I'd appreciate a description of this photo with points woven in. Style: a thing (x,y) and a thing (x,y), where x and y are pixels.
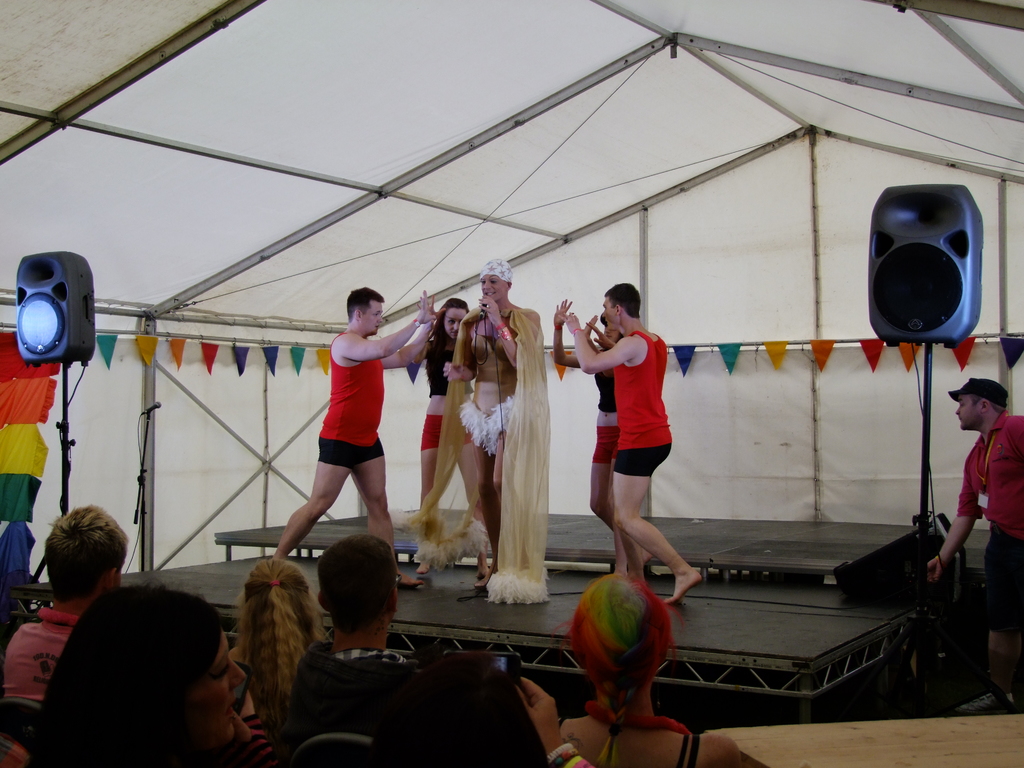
This is a picture taken from a concert or a drama. In the center of the picture (466,469) on the stage (579,550) there are people (510,429) dancing. On the top (330,226) it is tent (251,318). In the background (241,359) there are ribbons (782,343). On the right (980,481) there is a speaker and a person (1004,609). In the foreground (308,638) there are people (402,681) sitting in chairs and a desk (774,742). On the left (33,338) there is a speaker (54,345).
